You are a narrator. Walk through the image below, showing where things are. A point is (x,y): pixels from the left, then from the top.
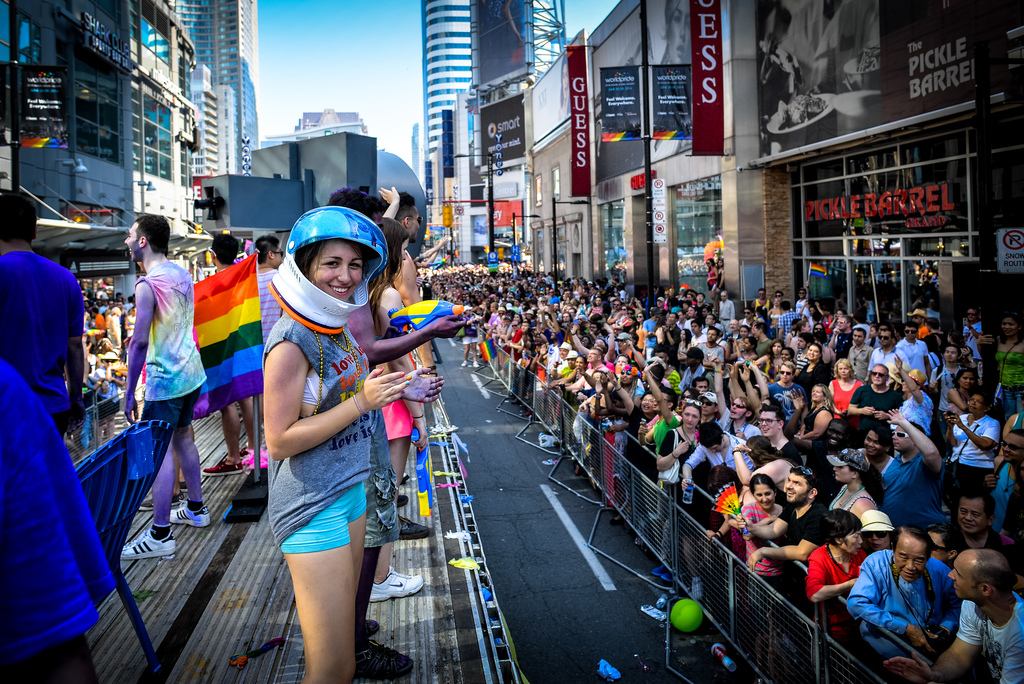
In this image I can see group of people (711,330) among them some are standing on the wooden surface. Here I can see a flag (254,295), chair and other objects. In the background (562,180) I can see buildings (471,145), boards (608,91) which has something written and other objects (579,104). Here I can see a fence (760,607) and other objects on the road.
